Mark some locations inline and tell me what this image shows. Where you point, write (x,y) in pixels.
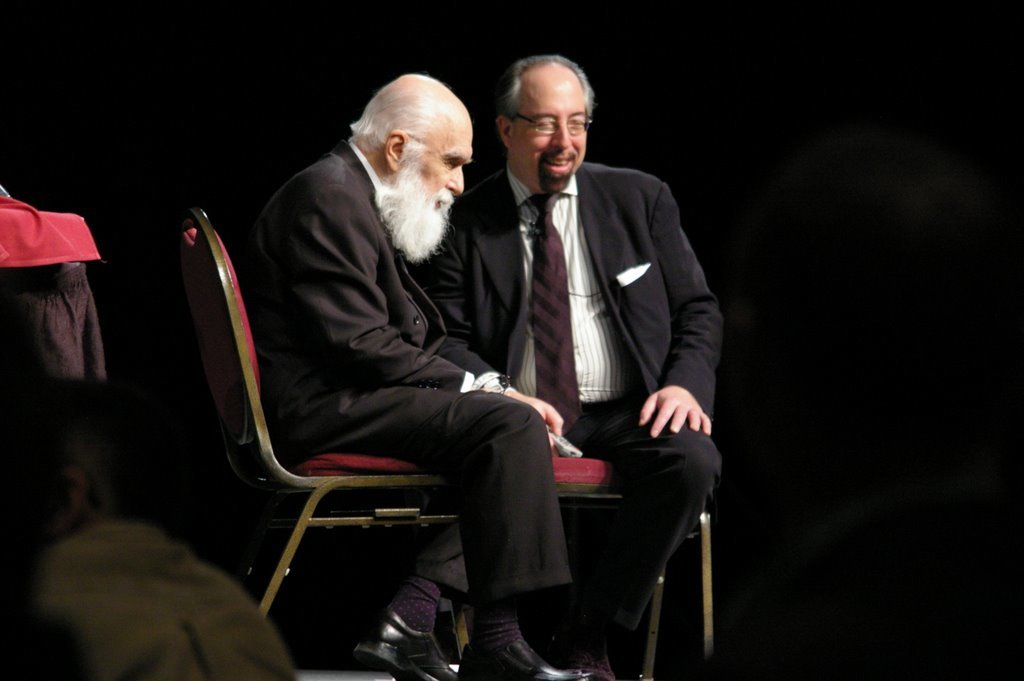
In this image I can see two men (303,427) are sitting on chairs (661,579) and also both of them are wearing suit (472,325). I can see he is wearing a specs (563,123) and a smile (556,170) on his face (547,161).
